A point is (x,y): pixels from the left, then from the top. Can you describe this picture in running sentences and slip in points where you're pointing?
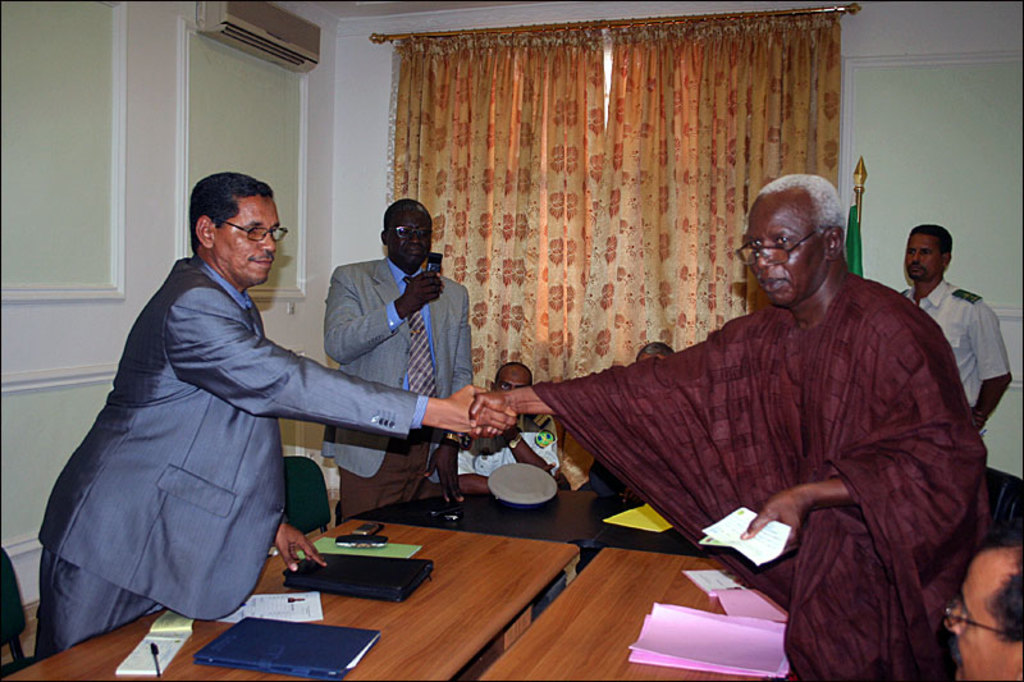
In this picture we can see two people (247,199) wearing spectacles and shaking their hands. There are objects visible in the hand (788,520) of a person (669,444) on the right side (693,442). We can see a few pages (714,571), phone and other objects (323,648) visible on the tables (690,567). We can see a person (1003,609) in the bottom right (1014,595). There is a person (425,268) holding an object (432,254) in his hand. We can see a few people (375,286) at the back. There is a flag (854,256) and a pole (862,186). There is a curtain (591,110) and air conditioner (260,54) is visible on the wall (376,113). We can see a few chairs (12,653).
